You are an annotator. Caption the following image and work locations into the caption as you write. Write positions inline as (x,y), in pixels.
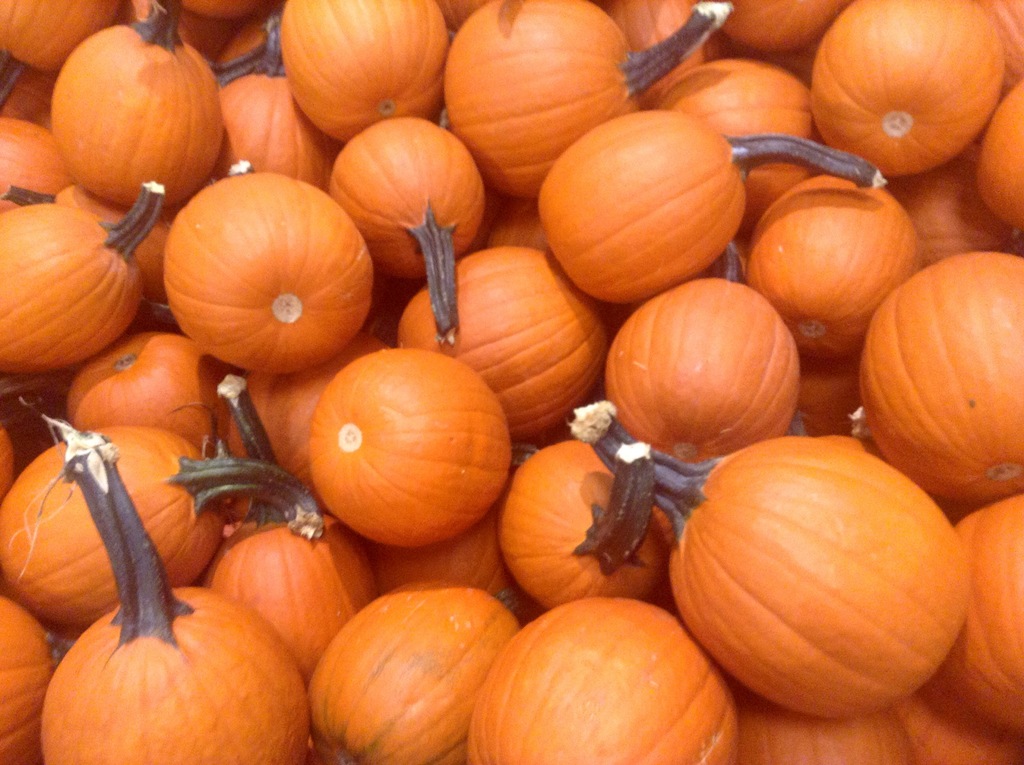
In this picture we can see there are some pumpkins (371,410).
